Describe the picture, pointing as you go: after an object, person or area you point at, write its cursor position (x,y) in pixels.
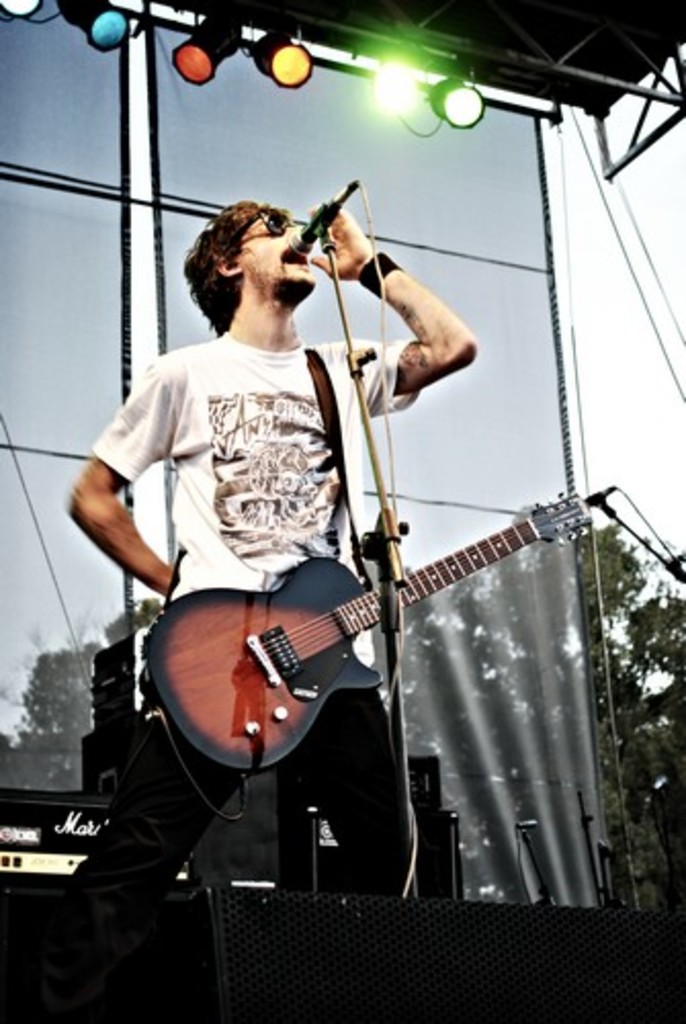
This is a picture of a man (236,565) who is standing and singing a song by wearing a guitar (169,642) and at the back ground (534,497) we have speakers (415,801), trees (680,854), sky (667,447), focus lights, iron rods (637,50).
